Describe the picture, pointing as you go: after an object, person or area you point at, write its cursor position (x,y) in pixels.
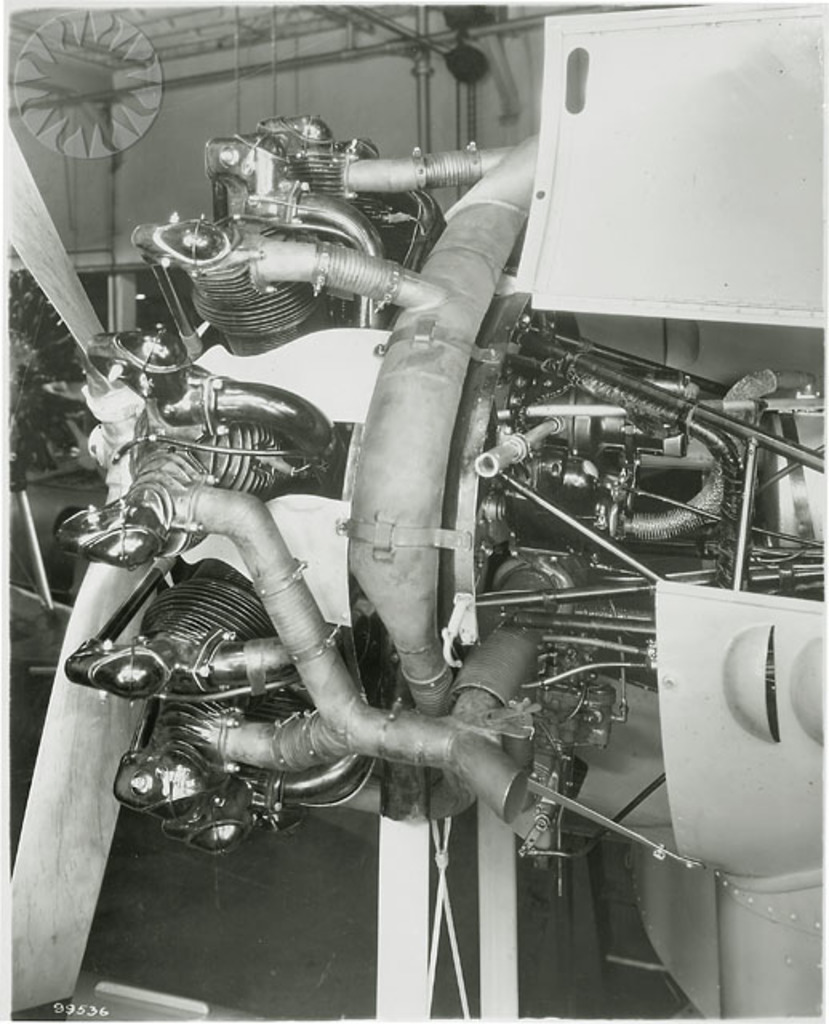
In the image we can see some object (712,284). Behind the object (234,432) there is wall (10,97). At the top of the image (487,32) there is roof (498,32).
